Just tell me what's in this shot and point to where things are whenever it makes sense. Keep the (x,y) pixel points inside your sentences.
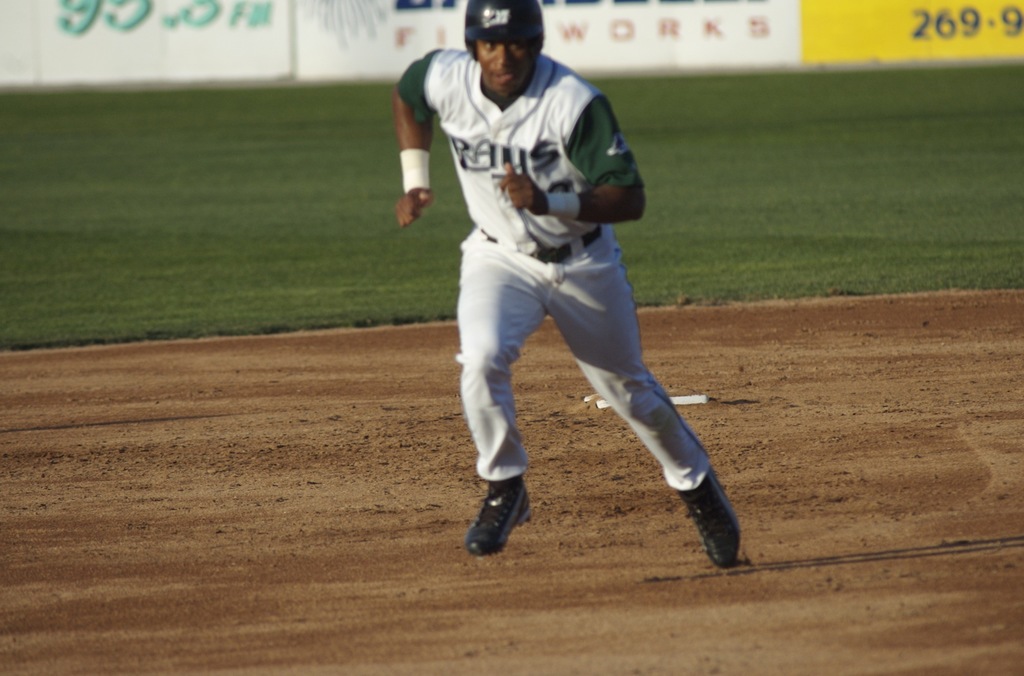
In this image I see the mud (964,335) and I see a man (541,246) over here who is wearing white and green color dress (484,139) and I see that he is wearing a helmet (519,25). In the background (71,15) I see the grass (391,152) and I see the boards (591,40) on which there is something written and I see the white color thing (683,403) over here.
